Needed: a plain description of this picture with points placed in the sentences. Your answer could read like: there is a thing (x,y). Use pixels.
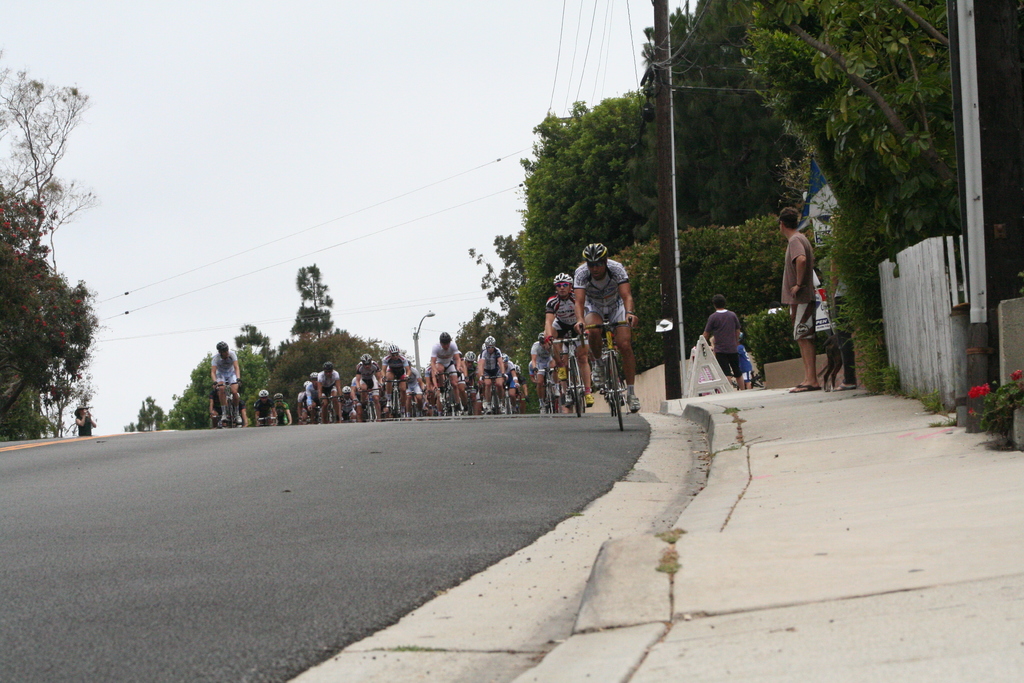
Here in this picture we can see number of people (443,359) riding bicycles (450,374) on the road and all of them are wearing helmets (330,363) on them and beside them we can see some people (807,307) standing and watching them and we can see trees (57,302) and plants (734,238) on either side of the road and we can also see light post (416,353) and electric poles (669,313) present over there.
